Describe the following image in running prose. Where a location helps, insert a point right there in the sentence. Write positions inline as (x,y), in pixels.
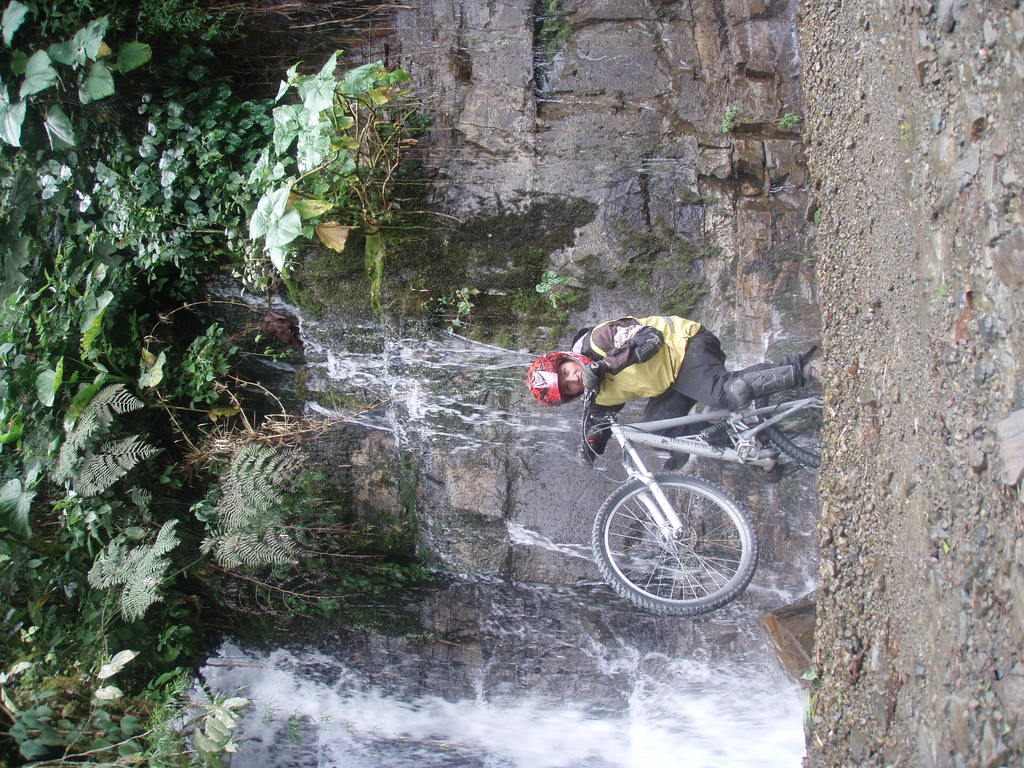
In this picture we can see a person (694,385) holding a bicycle (636,491) on the ground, he is wearing a helmet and in the background (747,285) we can see water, wall (597,182), trees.
